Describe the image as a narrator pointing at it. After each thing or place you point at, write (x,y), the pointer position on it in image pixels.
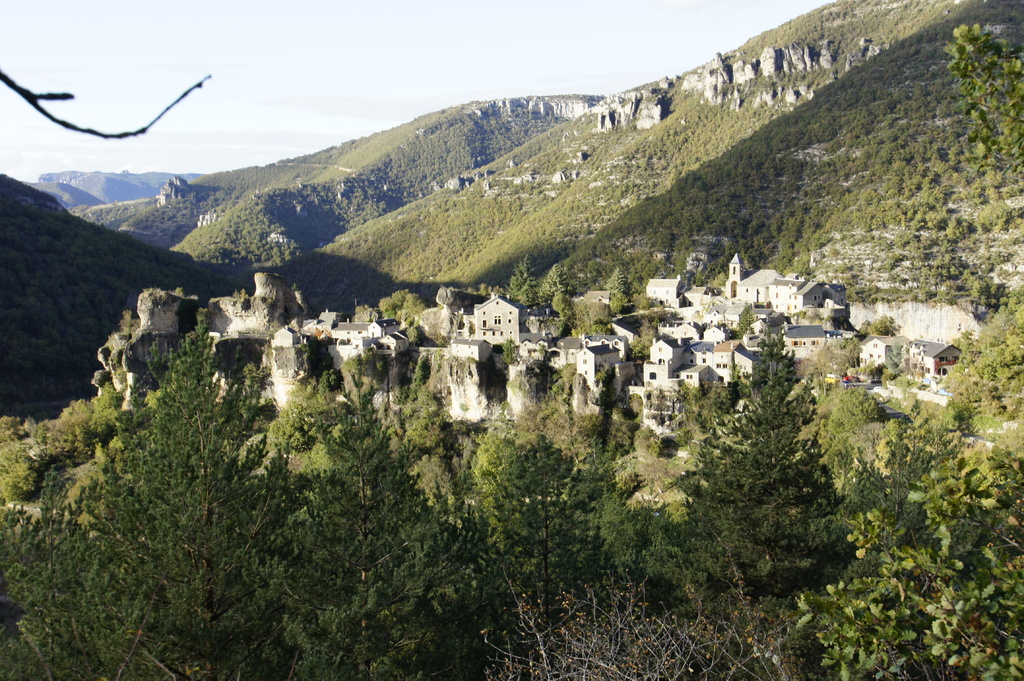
In this image we can see sky (184,152), hills (397,261), buildings (307,333) and trees (261,449).
